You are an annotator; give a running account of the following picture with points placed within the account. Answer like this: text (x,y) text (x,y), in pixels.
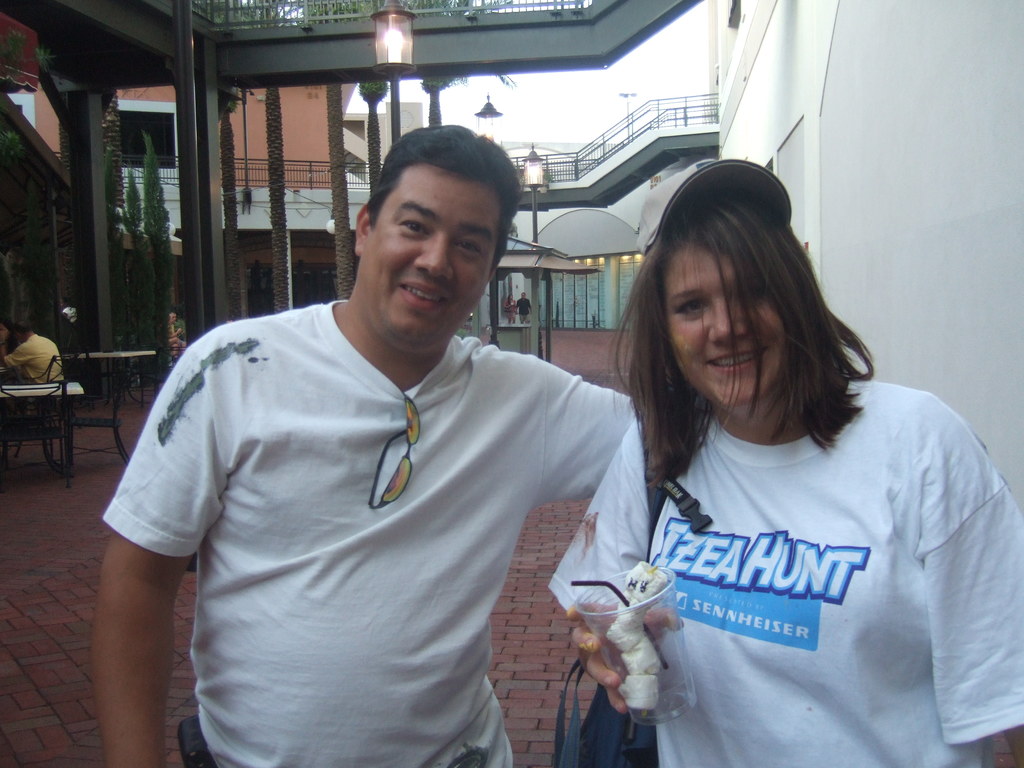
In this image we can see a man (488,470) is standing and a woman (715,472) is holding a glass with an item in it in her hand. In the background (453,58) we can see a person (51,381) is sitting on the chair (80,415), few persons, light poles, railing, trees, buildings (573,319), objects (540,285) and sky (510,106).
